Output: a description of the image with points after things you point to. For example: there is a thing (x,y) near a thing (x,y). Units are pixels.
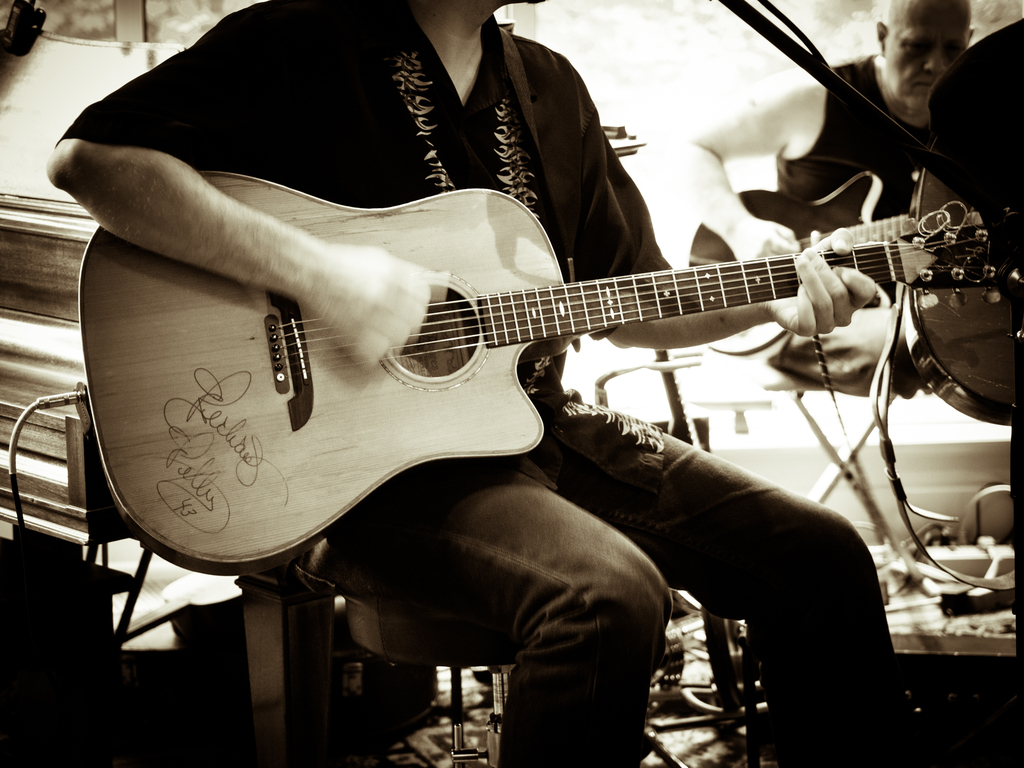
In this image there are two men (652,463) sitting on chairs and playing guitars (474,362). On the guitar (300,442) that is in center (362,448) there is some text (206,462) written on it. Behind them there are boxes (39,267), cables (957,520) and microphone stand (916,142).
